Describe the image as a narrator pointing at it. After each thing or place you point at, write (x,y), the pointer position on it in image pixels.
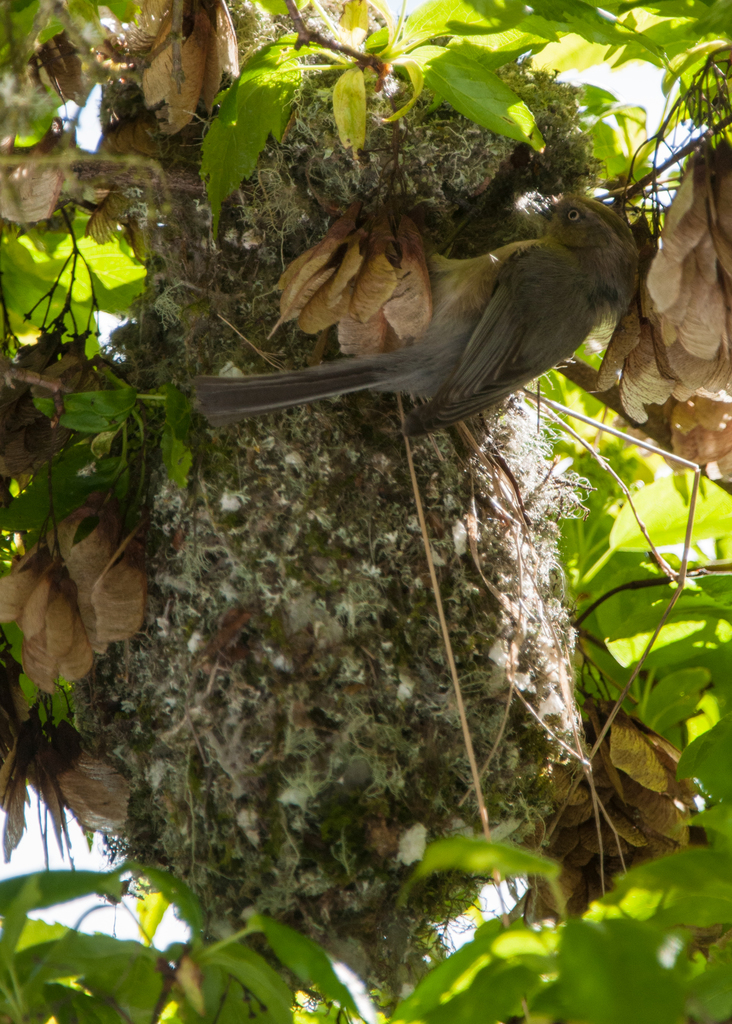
Here I can see a nest (258,344) to a tree (115,290). On this nest (431,190) there is a bird (552,300).
